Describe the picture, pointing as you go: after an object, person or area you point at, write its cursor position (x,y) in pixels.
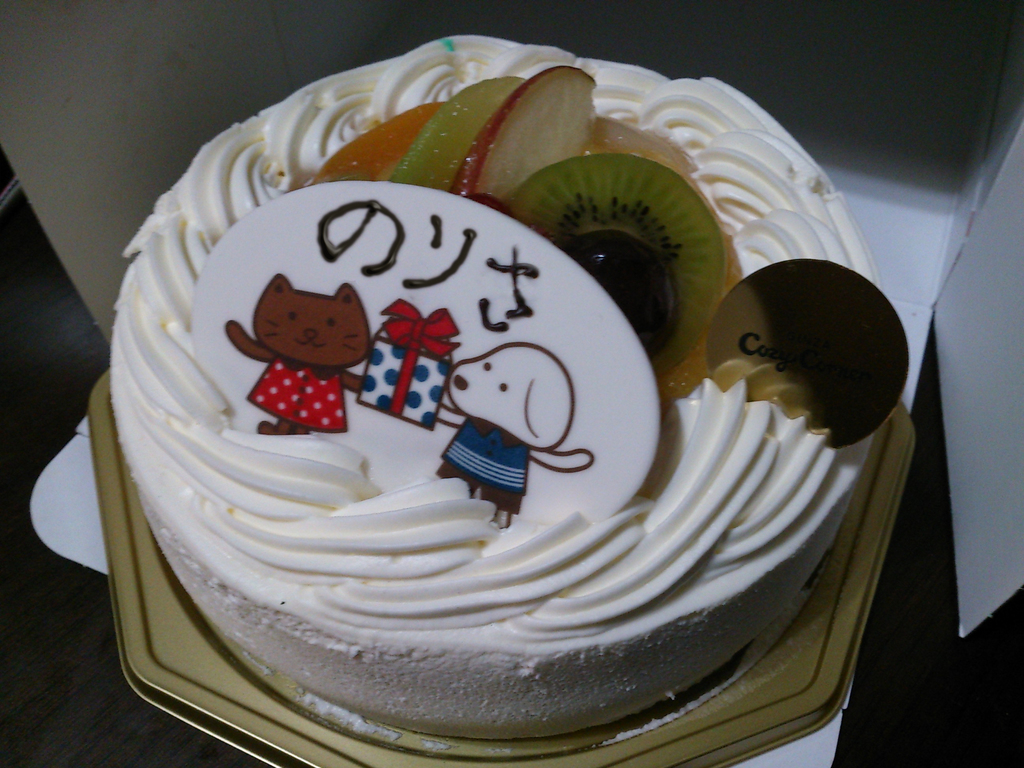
In this image there is a plate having a cake (423,620) which is kept in a box (473,1).
